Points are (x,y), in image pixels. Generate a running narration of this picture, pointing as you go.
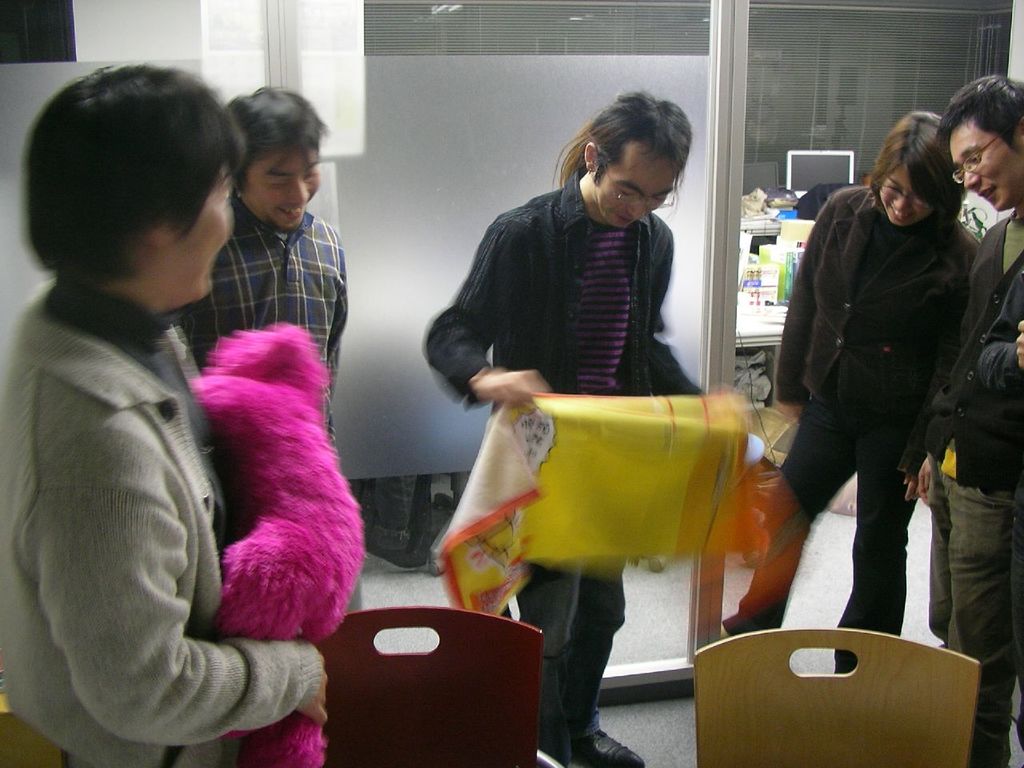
In the middle (561,291) a man (562,352) is standing, he wore a shirt (548,303) and also holding a cloth (583,465) in his hands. On the right side (886,251) a girl (892,239) is looking at this cloth (633,420) and smiling. In the middle (382,304) it is a glass wall (455,281).
